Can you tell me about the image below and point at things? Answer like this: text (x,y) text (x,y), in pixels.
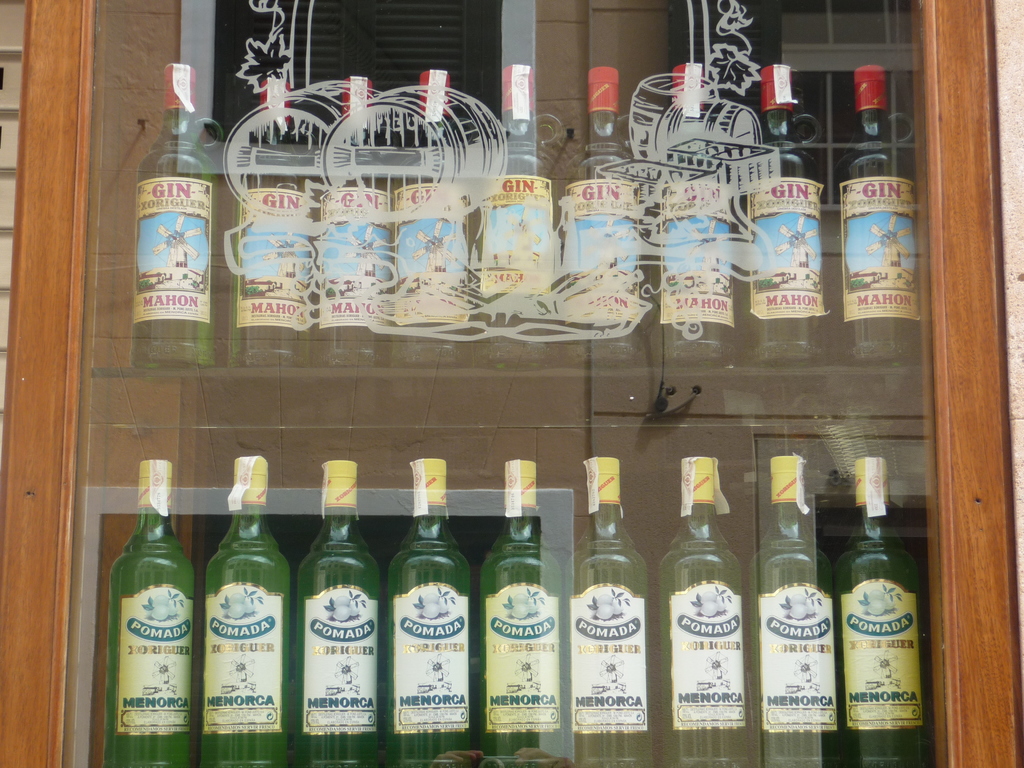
I can see a glass door (712,185) with the sticker (726,192) on it. These are the bottles (160,489), which are arranged in an order.
